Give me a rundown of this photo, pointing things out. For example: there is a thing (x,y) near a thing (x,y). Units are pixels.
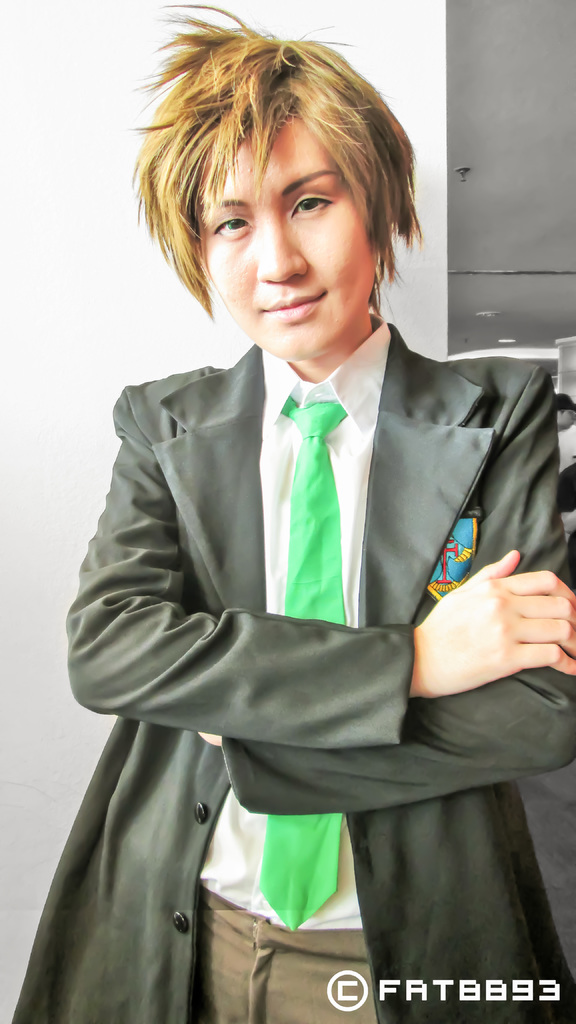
This image consists of a person (417,642) wearing a black suit (413,820) and a green tie (334,866). In the background (10,161), there is a wall (8,496).
